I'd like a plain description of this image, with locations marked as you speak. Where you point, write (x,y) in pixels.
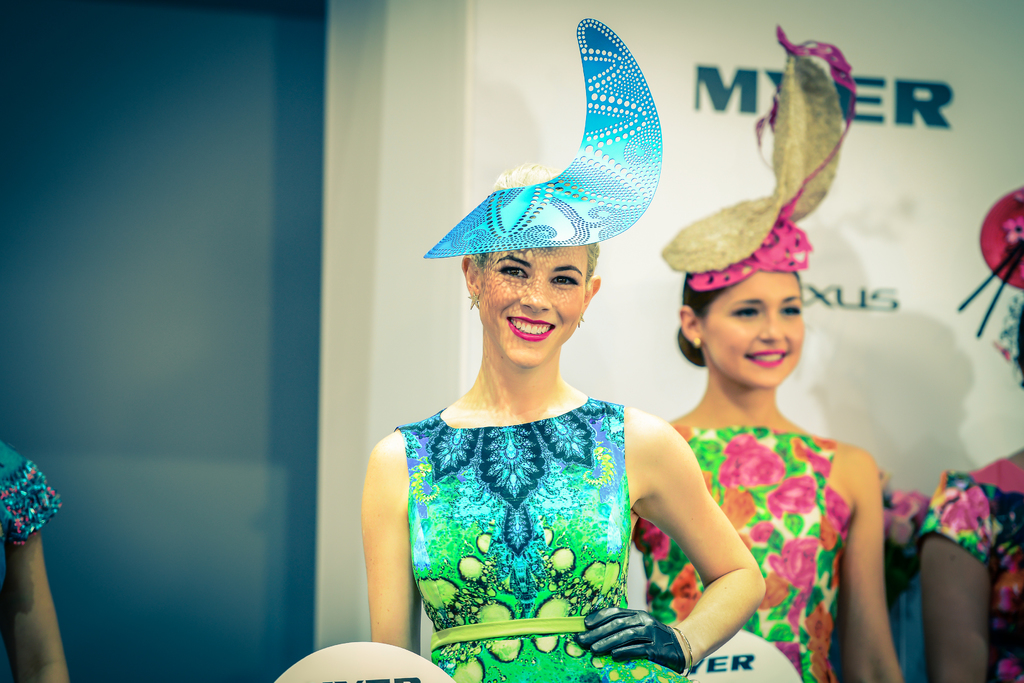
In this image, I can see two women (577,552) standing and smiling. They wore fancy dresses (762,532). In the background (502,92), that looks like a banner (694,142). On the right side of the image (996,463), I can see another person (999,484) standing. At the bottom (754,664) image, I think these are the boards (343,655). On the left corner of the image (40,570), I can see a person's hand (33,596).
